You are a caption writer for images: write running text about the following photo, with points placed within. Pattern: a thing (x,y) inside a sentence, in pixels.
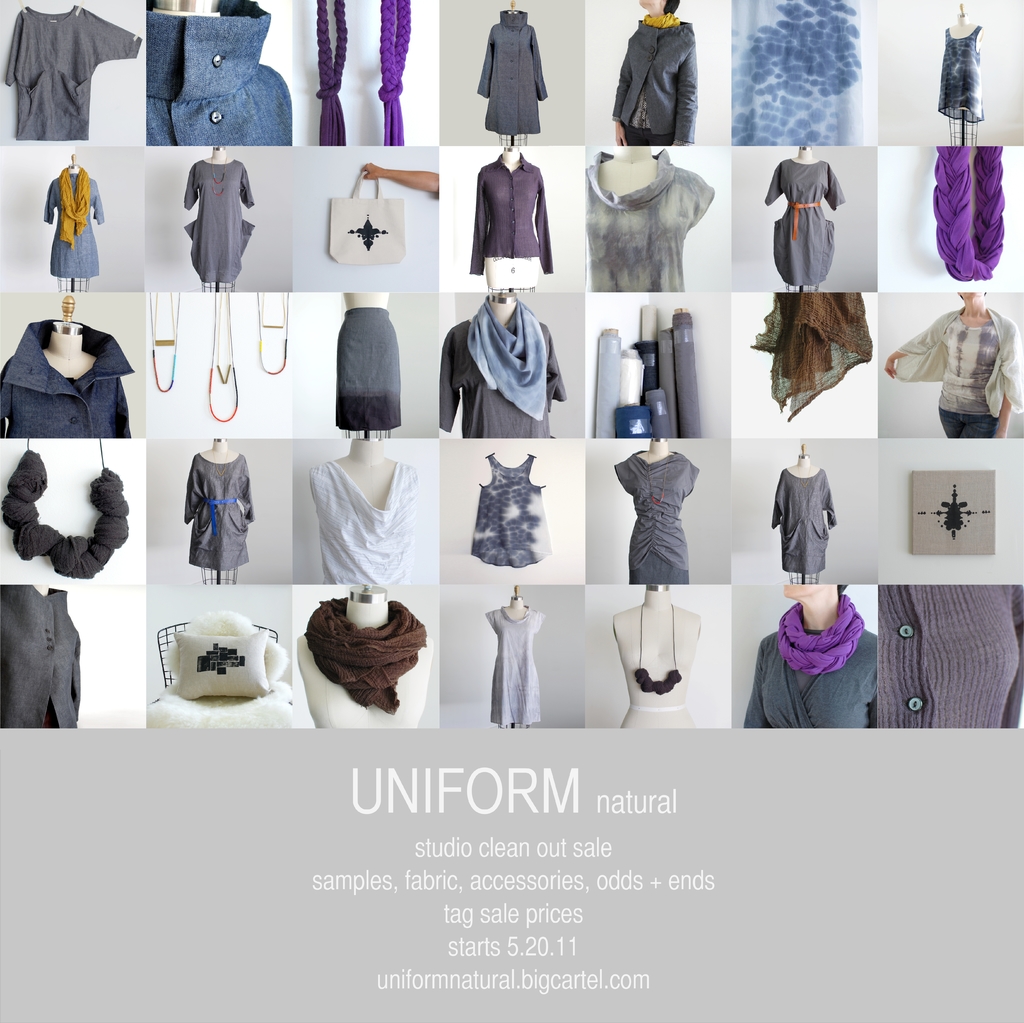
This looks like a collage and edited image. I can see the mannequins (619,620) with different costumes (382,358). This looks like a bag (373,258). I think this is a chair (229,699) with a cushion (253,661) on it. I can see a frame (983,511), which is attached to the wall (997,472). These are the fabric rolls (635,375). I can see the necklaces (173,377) hanging to the wall (258,401). These are the letters (483,843) in the image.
